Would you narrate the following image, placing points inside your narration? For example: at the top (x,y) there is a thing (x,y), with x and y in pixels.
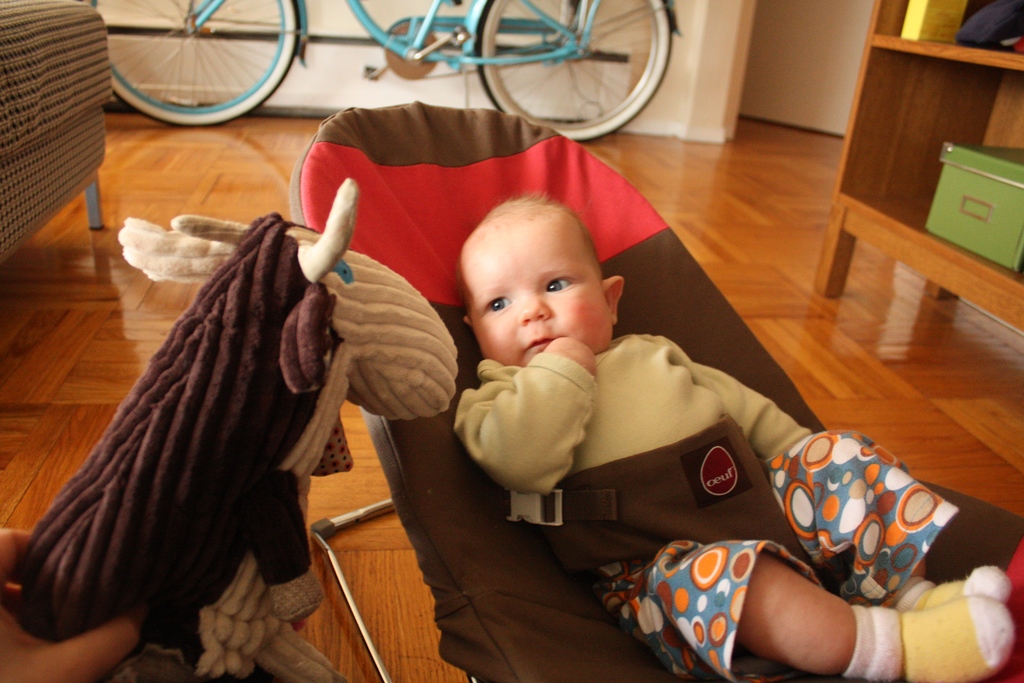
This image consists of a child (645,338) on a chair (577,527). On the left (82,655), we can see a person (23,661) holding a doll (193,674). At the bottom (408,631), there is a floor (89,419). In the background (291,35), there is a cycle (219,104). On the left (19,190), we can see a sofa (86,17). On the right (980,274), there is rack (937,261) made up of wood (856,215) and a door (849,101).
